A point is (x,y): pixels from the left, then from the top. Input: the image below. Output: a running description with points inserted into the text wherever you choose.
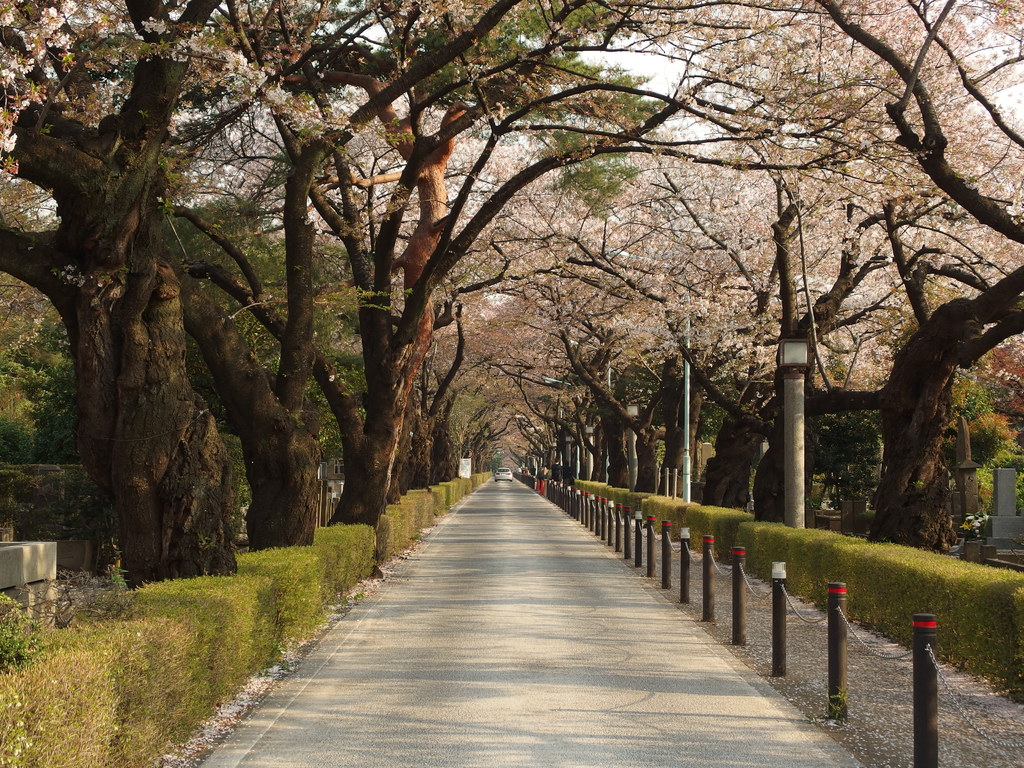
In this image, we can see trees (515,247), plants (969,566), poles (803,465), street light (789,400), chains (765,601) and few things (23,552). In the middle of the image (495,490), we can see a vehicle (497,476) on the walkway (509,556). In the background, there is the sky (696,58).
